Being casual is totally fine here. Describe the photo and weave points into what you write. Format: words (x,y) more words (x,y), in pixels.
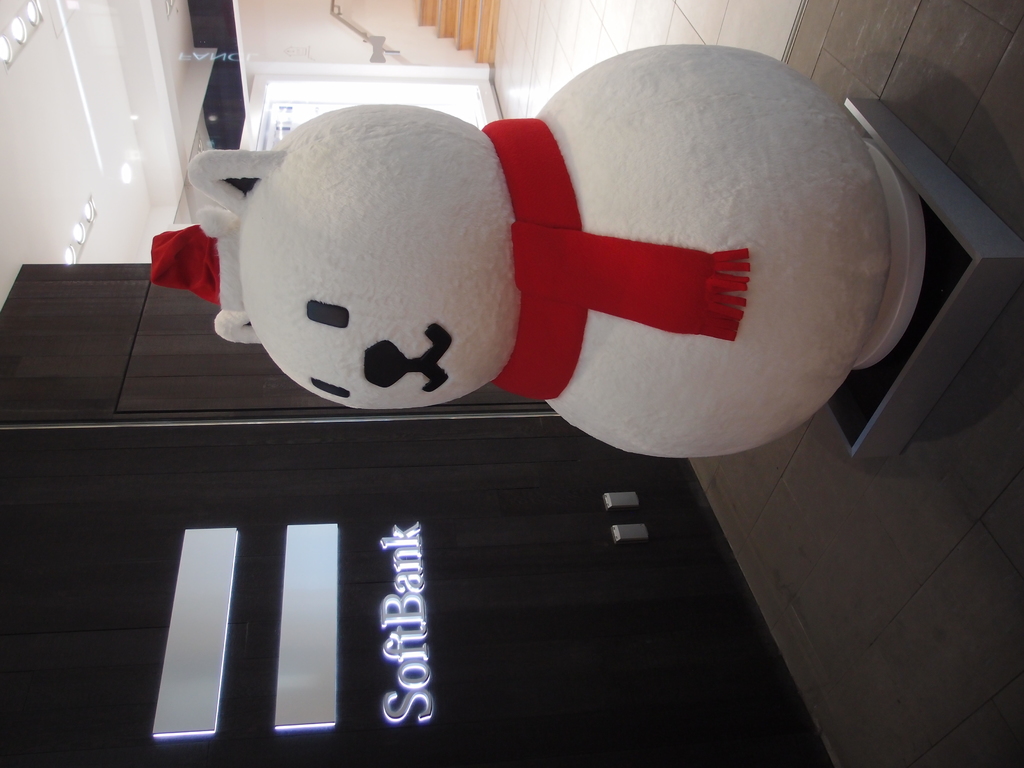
In this image we can see a doll (552,280) on the box (979,299), also we can see some lights (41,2), stairs (487,8), there are some text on the wall (226,740), also we can see the ceiling (113,233).
